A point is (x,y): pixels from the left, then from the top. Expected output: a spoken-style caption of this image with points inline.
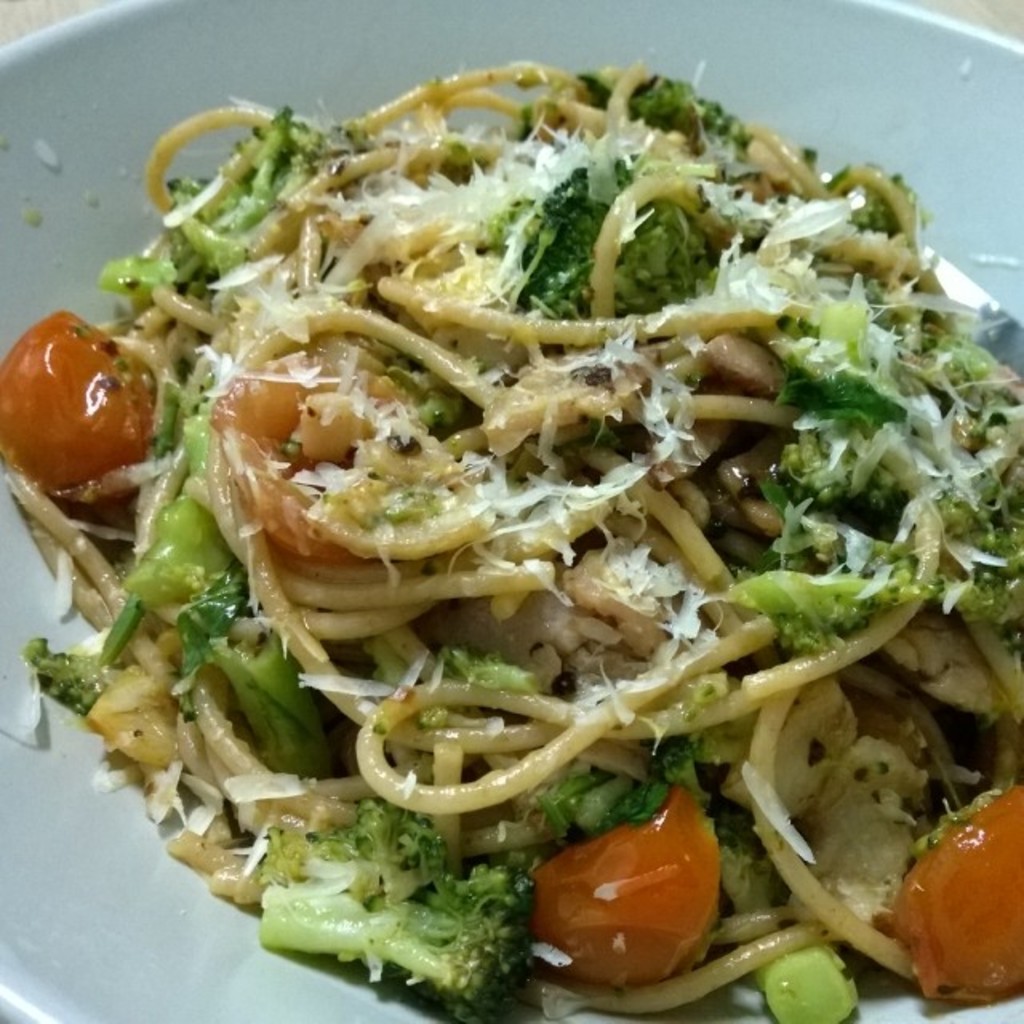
In this image I can see food item (505,471) on a white color object (540,16).
